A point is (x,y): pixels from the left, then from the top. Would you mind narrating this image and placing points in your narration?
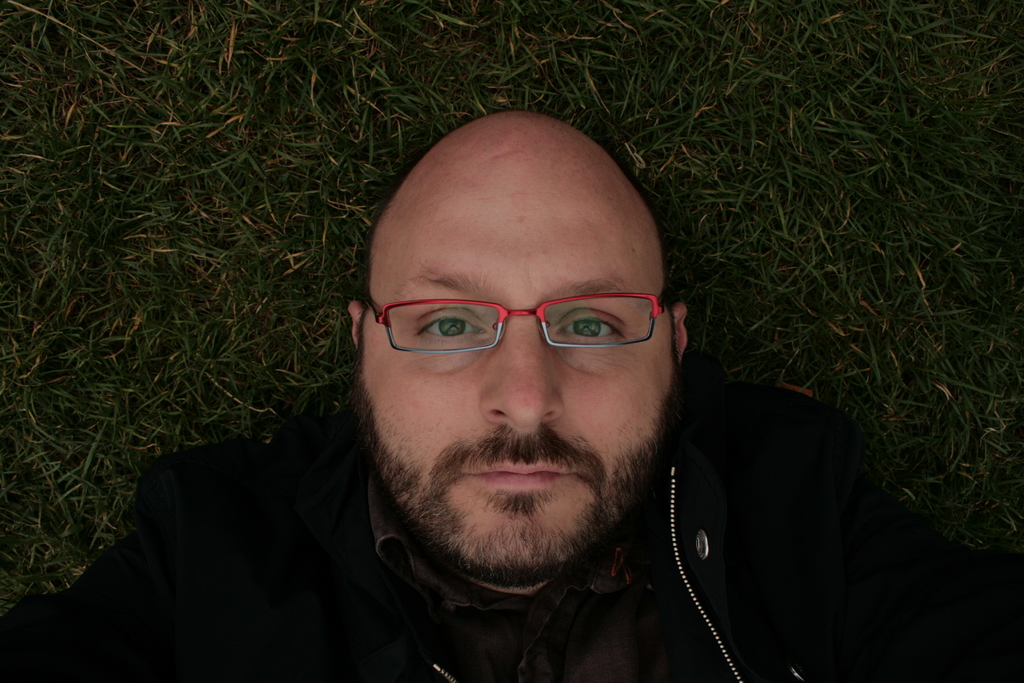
In the picture I can see a person (452,663) wearing black color jacket (781,525) and spectacles (603,314) is lying on the grass ground (82,447).
